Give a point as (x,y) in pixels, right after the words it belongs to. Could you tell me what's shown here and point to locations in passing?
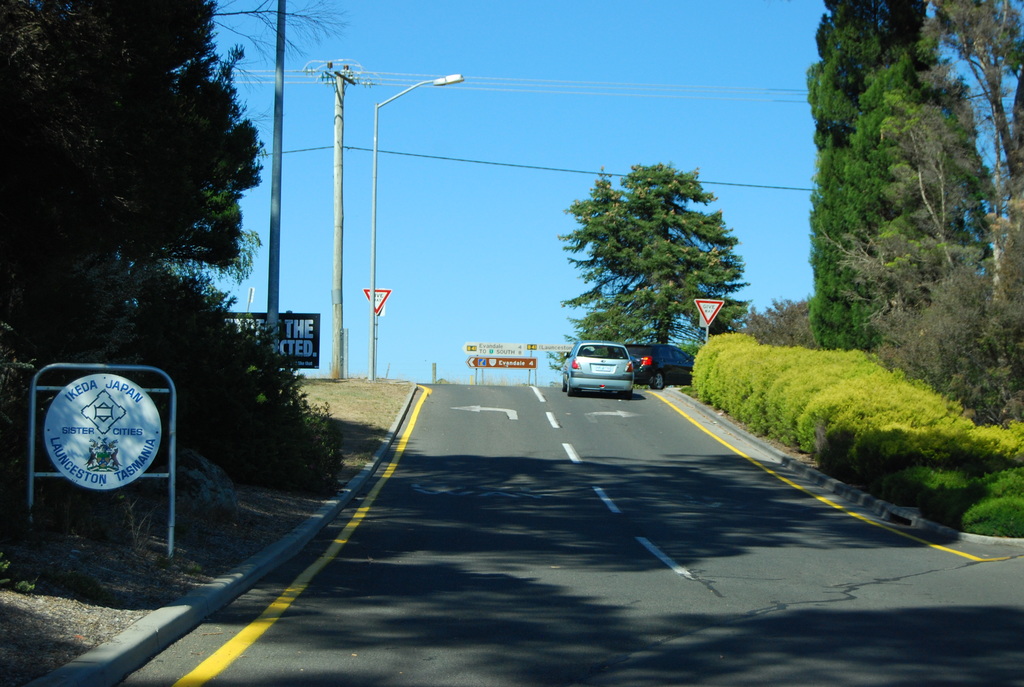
In the center of the image (503,429) there is a road (566,557) and we can see cars (637,378) on the road (595,412). There are sign boards (504,365). On the left (313,73) there are poles (374,353) and wires (297,84). In the background (577,265) we can see trees (695,310) and hedges (874,432). At the top (455,85) there is sky (519,51).
